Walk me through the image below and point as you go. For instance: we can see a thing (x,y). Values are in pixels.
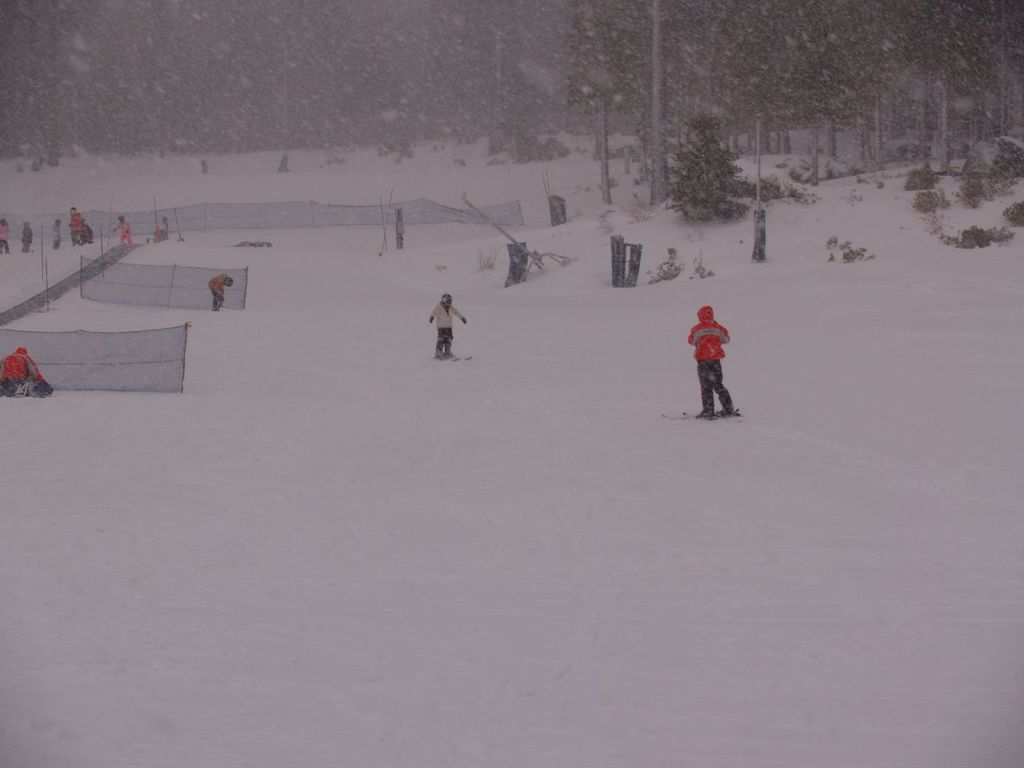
In this picture we can see some people (33,379) in snow (253,476). There are few nets (135,223), poles (619,253) and trees (721,171) in the background (741,67).
